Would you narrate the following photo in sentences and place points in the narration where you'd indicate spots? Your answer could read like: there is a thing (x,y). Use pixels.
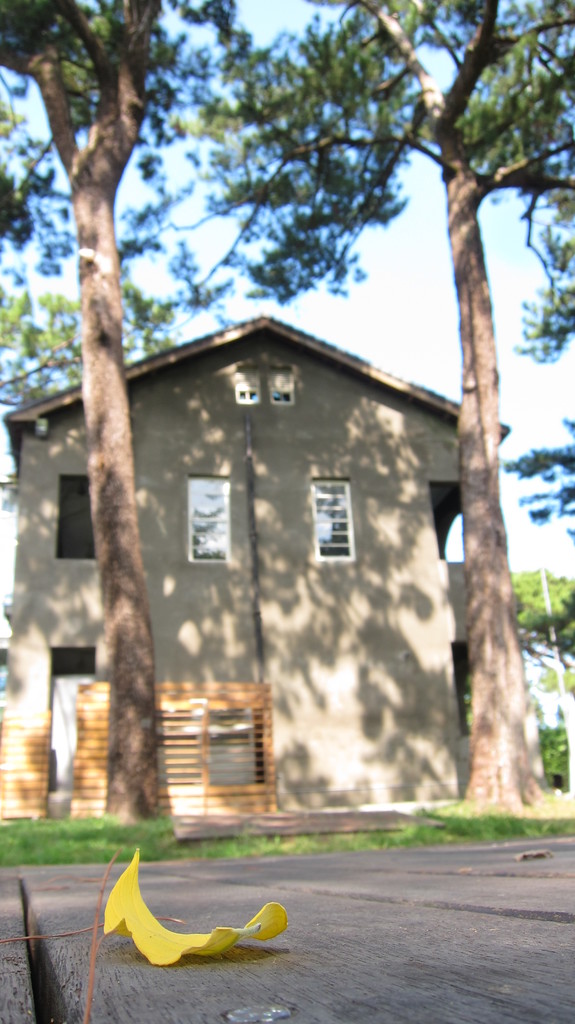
In the picture I can see a house (260,608) and glass windows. I can see two trees (573,314) on the side of the road (259,980). I can see a leaf (128,885) on the road (260,991) on the bottom left side of the picture (125,893).
